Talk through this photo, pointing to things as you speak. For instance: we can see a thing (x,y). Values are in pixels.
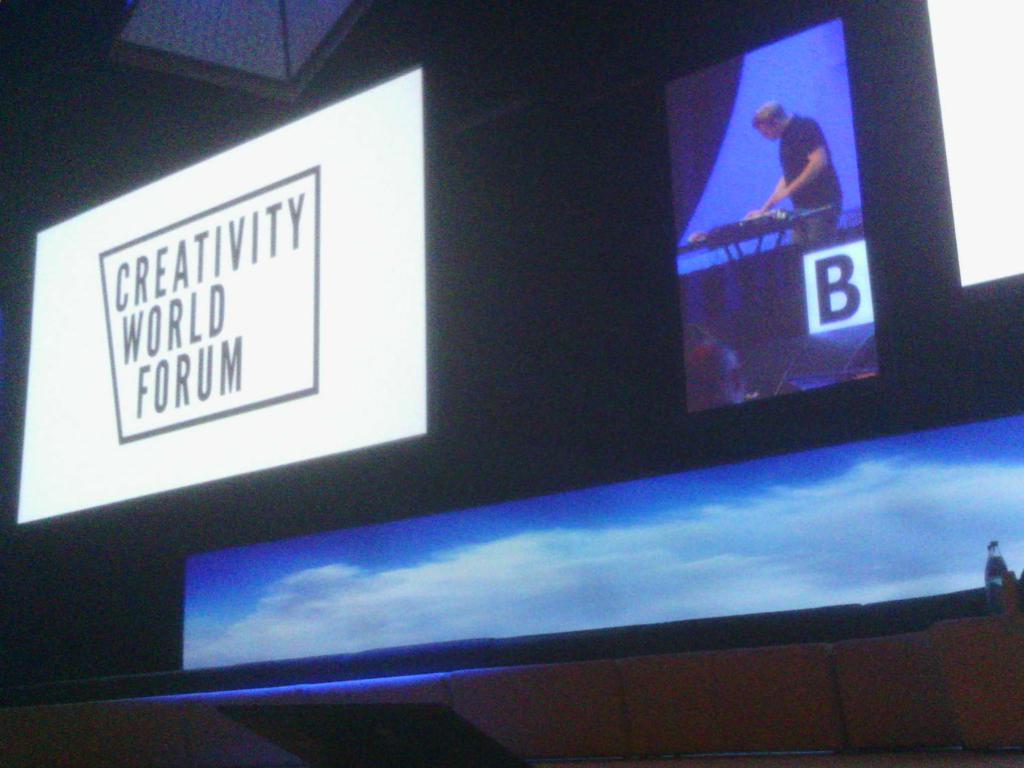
At the bottom of the picture (817,515), we see the sky (568,575) and the clouds (663,557). On the left corner of the picture (185,367), we see a white board (219,345) with some text (179,398) written on it. In the top right of the picture (808,147), the man (801,159) in black T-shirt (795,147) is standing in front of the table (746,236). In the background (480,147), it is black in color.
